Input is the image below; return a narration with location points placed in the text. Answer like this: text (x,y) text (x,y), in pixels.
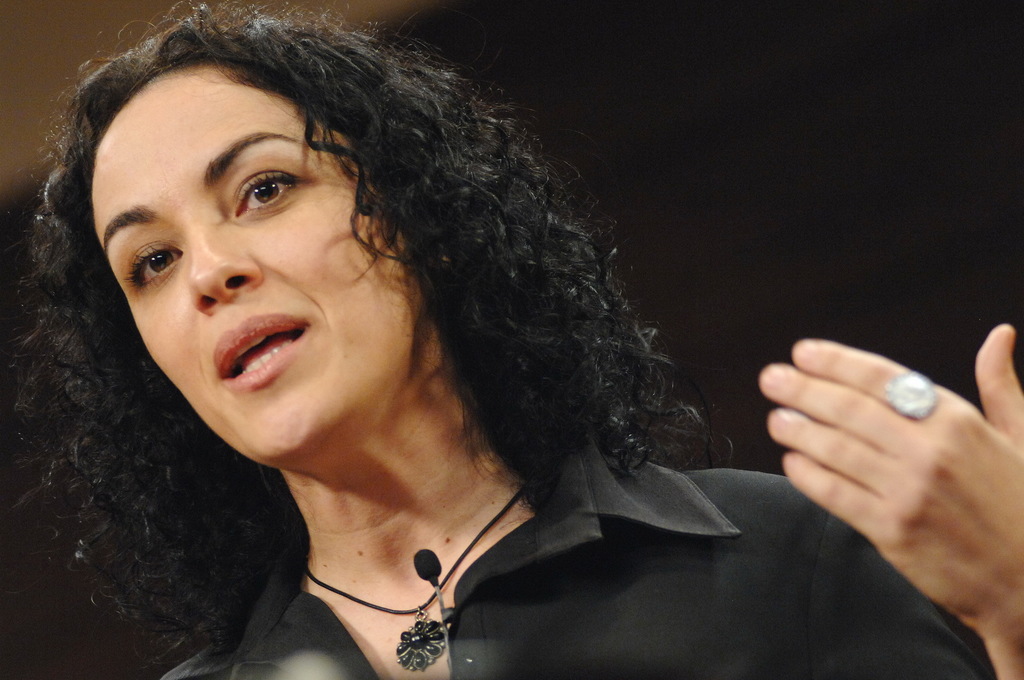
In the image there is a woman (400,311) in the foreground (254,367), she is talking something.
